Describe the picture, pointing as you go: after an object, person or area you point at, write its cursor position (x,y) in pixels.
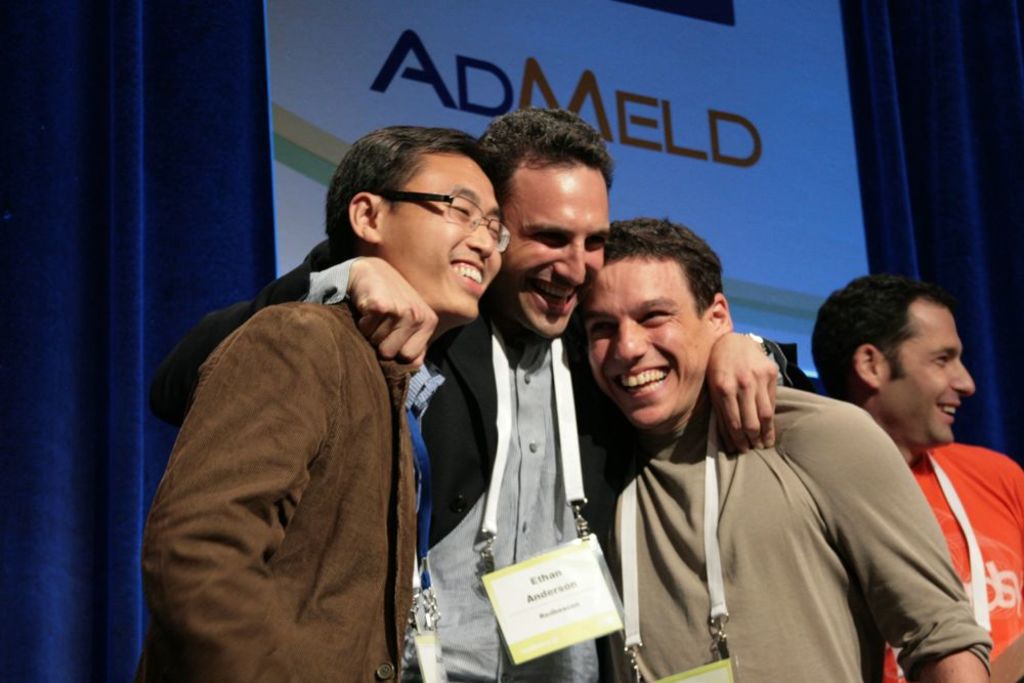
There are four persons (890,296) in different color dresses (925,522), standing and laughing, on a stage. In the background (650,45), there is a hoarding (338,51), which is on the violet color curtain (215,119).
